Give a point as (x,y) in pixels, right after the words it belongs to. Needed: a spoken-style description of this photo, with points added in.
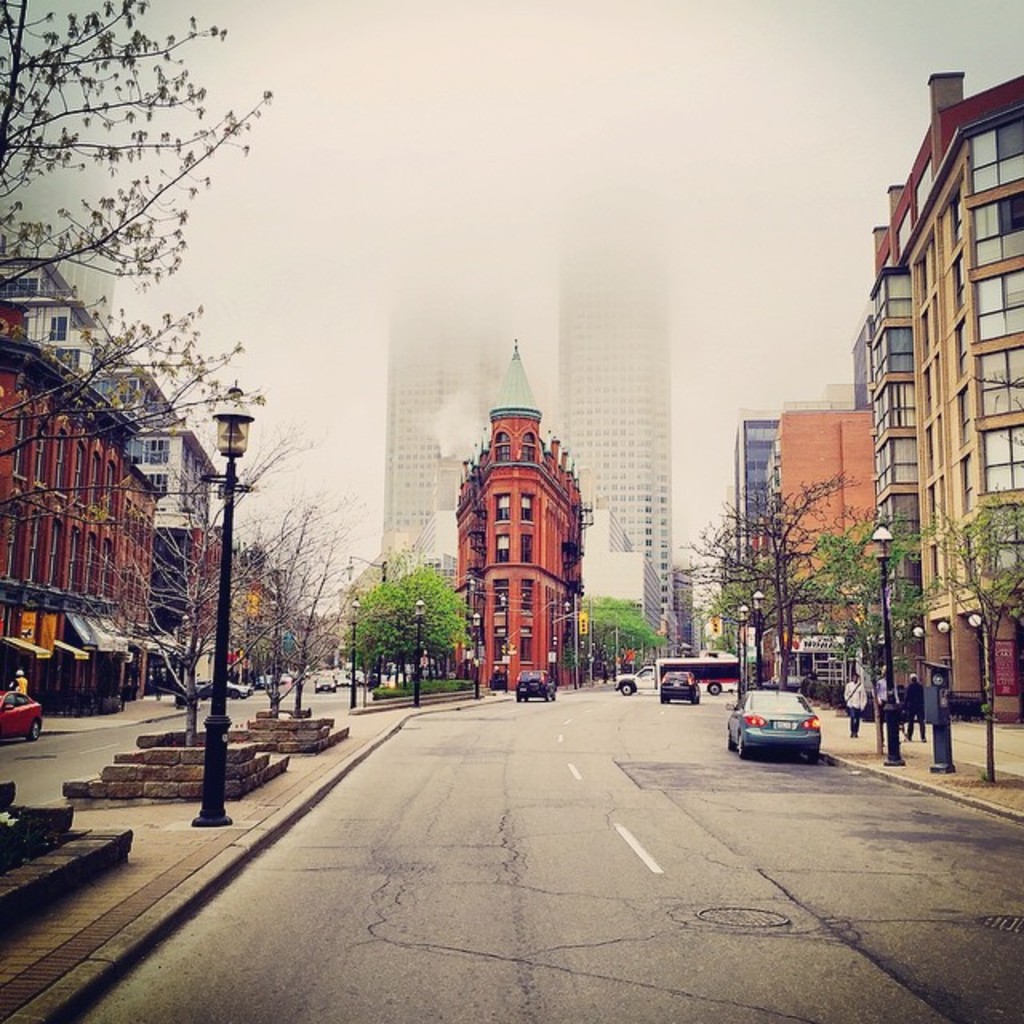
In the image there is road (579,779) in the middle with people (884,682) with cars (670,682) moving on it, on either side of it there are buildings (42,598) and in the middle (421,563) there are trees (406,592) in front of the buildings (534,415) and above its cloudy sky (338,251), on the right side (859,696) there are some people (880,710) walking on the footpath (902,744).
